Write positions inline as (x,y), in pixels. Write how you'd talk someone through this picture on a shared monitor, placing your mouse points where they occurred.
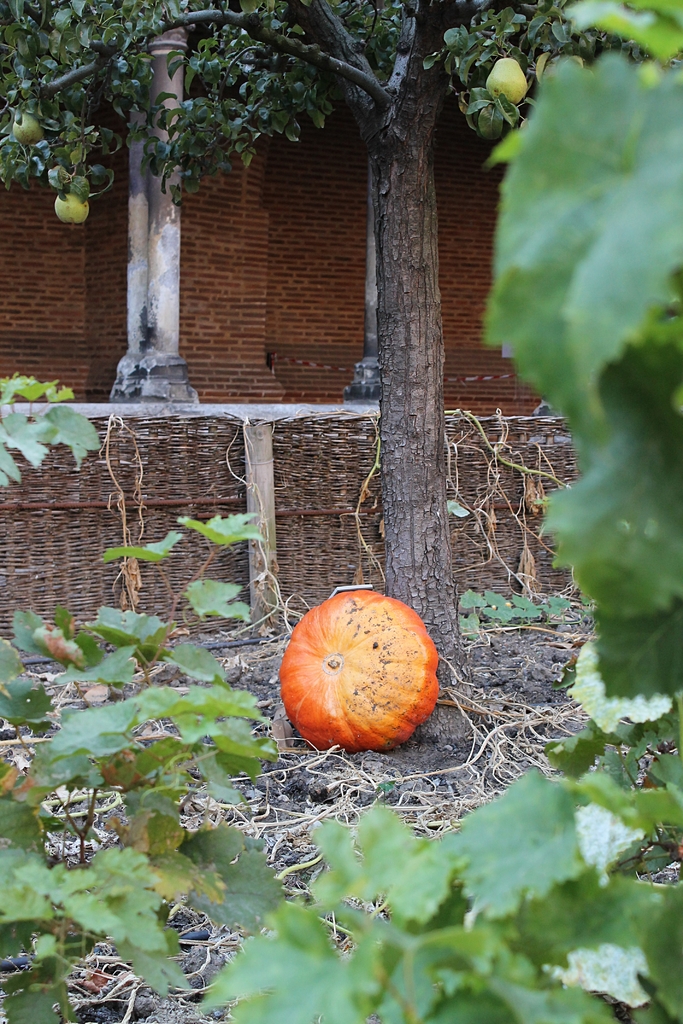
In this image there is a pumpkin (347,599) in the center (302,666), and in the background (148,398) there is wall (227,313), pillars (173,85), and trees (208,112). And in the foreground (215,721) there are some leaves (234,898), at the bottom (278,813) there is grass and sand (271,784).
